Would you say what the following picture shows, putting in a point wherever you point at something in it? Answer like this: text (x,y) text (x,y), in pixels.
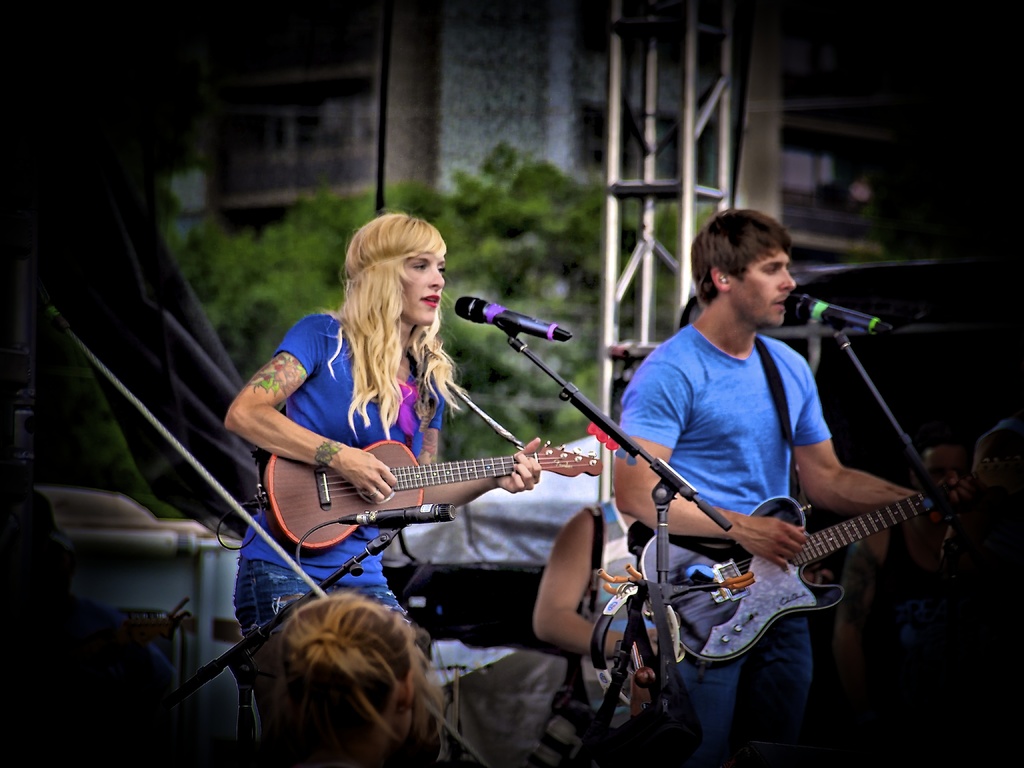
In this image I can see few people (696,328) are standing and holding guitars (285,489), I can also see few mics (491,318) in front of them. In the background (536,192) I can see a tree (496,210) and a building (415,81).
